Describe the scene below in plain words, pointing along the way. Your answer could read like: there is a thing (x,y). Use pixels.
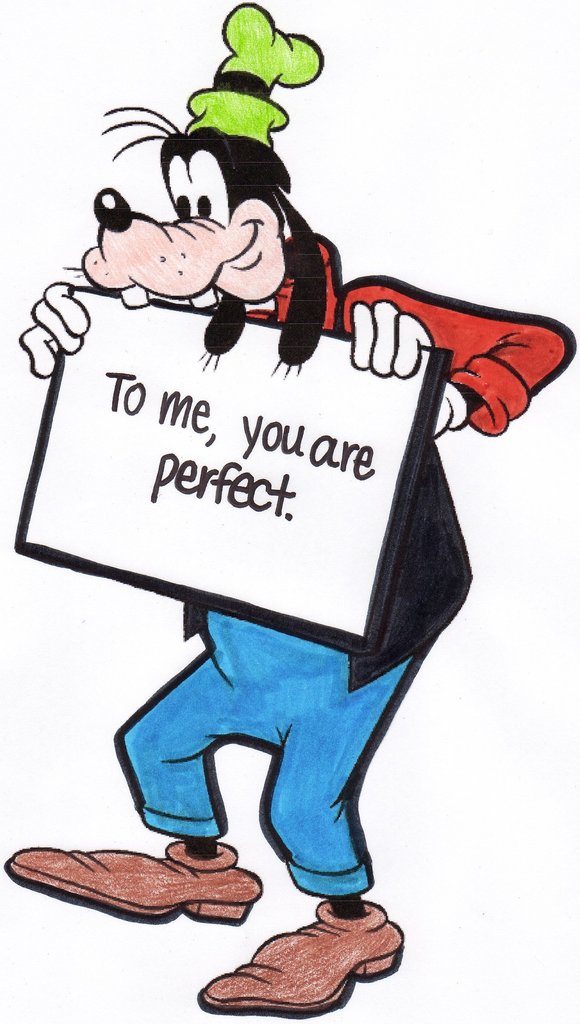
In the middle of the image (207,362) we can see a cartoon image (167,137) and we can see some text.
